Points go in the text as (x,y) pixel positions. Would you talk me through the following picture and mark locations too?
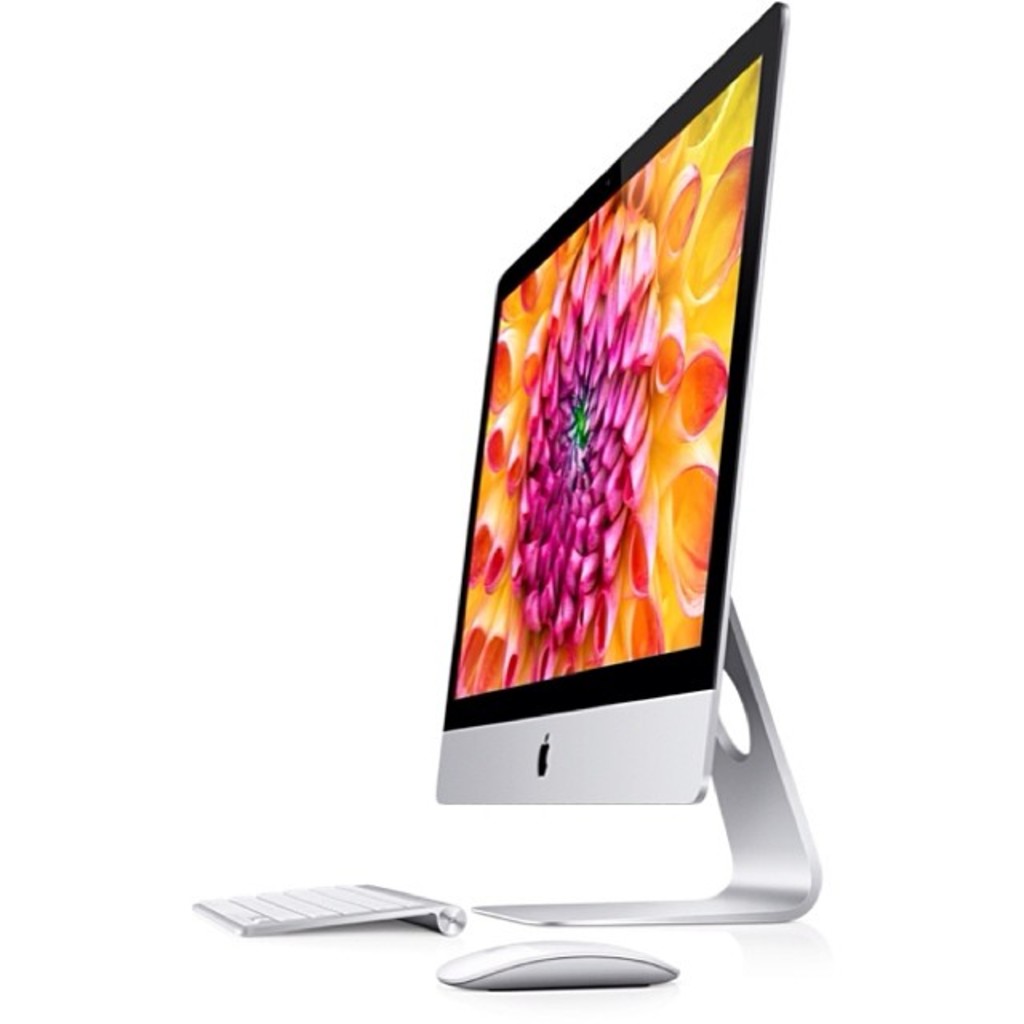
Here in this picture we can see a monitor (584,465), a key board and a mouse (575,945) present.
